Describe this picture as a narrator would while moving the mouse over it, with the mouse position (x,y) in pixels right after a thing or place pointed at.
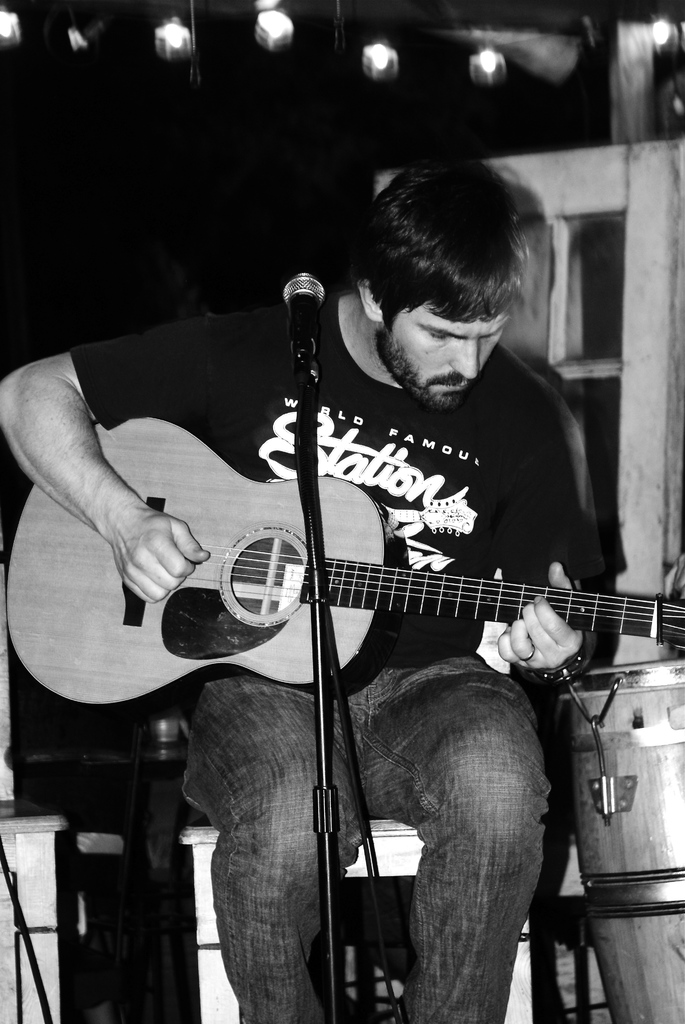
The person (449,489) wearing black shirt (444,525) is sitting on a stool (396,822) and playing guitar (334,556) in front of a mic (296,344).
